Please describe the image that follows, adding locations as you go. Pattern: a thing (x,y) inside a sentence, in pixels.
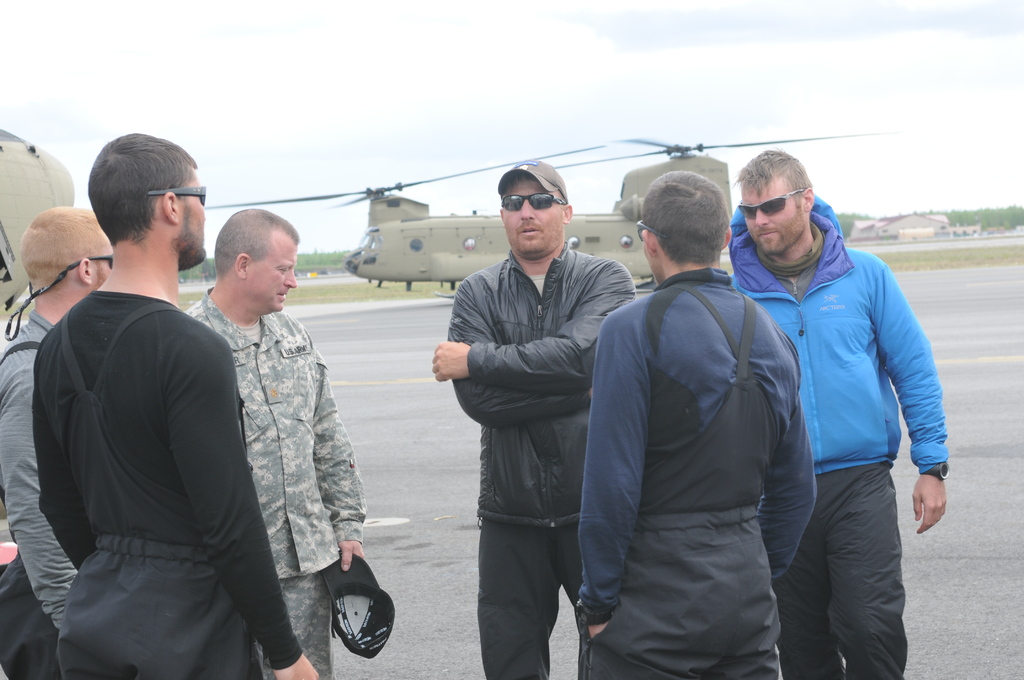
In this image I can see six persons (238,341) are standing in the front (318,650). I can also see except one all of them are wearing shades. In the background (365,201) I can see a helicopter (486,241), few buildings (966,231), number of trees (975,219), clouds (566,176) and the sky (520,92). In the front (301,533) I can see one person (302,615) is holding a cap (353,599) and one is wearing a cap (551,173).
